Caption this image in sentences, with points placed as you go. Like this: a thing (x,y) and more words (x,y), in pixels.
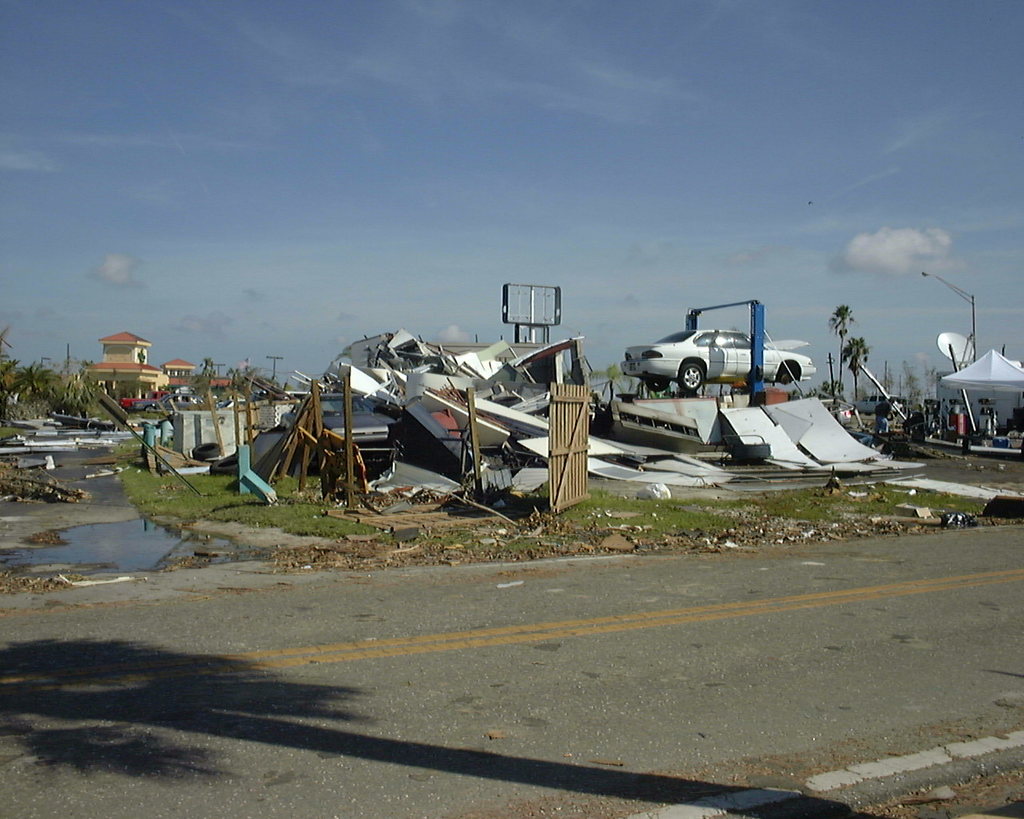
In this image I can see a road (436,735) in the front (318,710) and on it I can see shadow (120,693) of a tree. In the background (857,497) I can see number of white colour things (791,423), wooden poles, a wooden gate (571,425), a car (768,360), a tent (988,386), number of trees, water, a building (225,383), clouds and the sky (510,233). I can also see an antenna (959,345) on the right side of this image (942,337).
